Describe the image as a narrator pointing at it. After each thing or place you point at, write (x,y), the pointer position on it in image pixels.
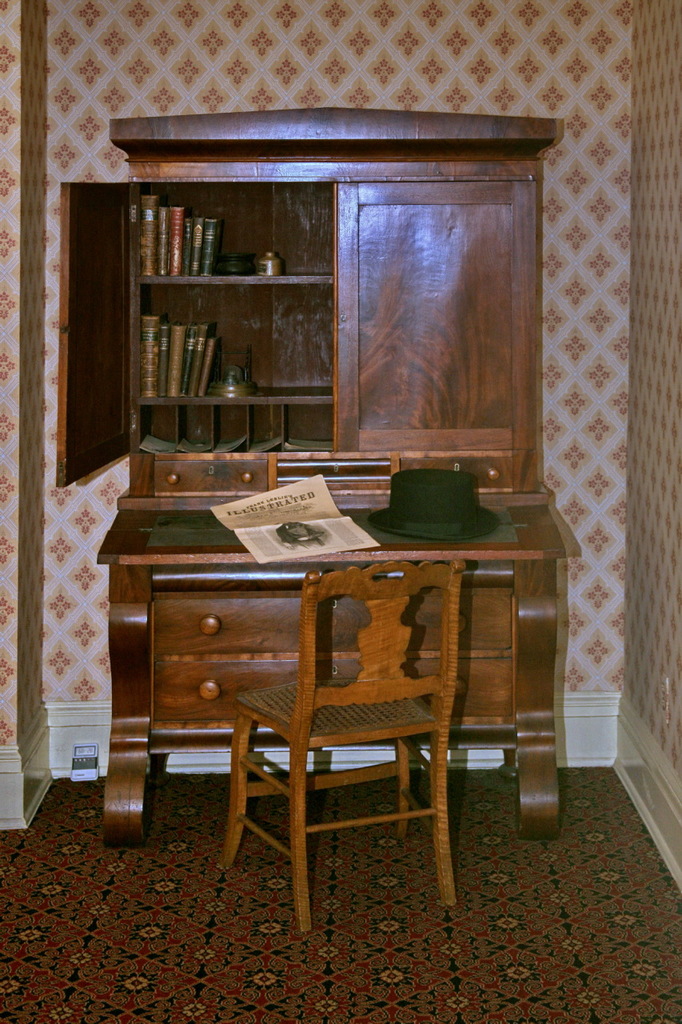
This cupboard (124,618) is filled with books (155,328). On this cupboard (338,554) there is a hat (433,505) and paper (312,505). This is chair (313,734).
